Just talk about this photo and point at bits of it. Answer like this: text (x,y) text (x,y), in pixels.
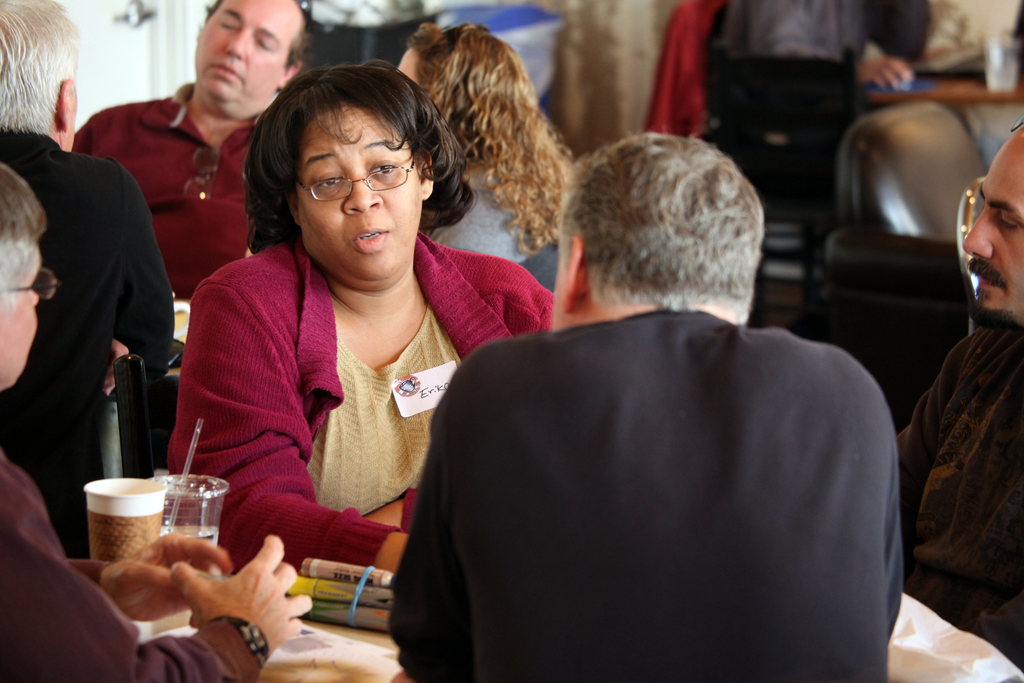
In this image we can see people (629,296) sitting on the chairs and tables (172,618) are placed in front of them. On the tables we can see disposable tumblers (198,532), papers (296,638) and markers (360,597).
